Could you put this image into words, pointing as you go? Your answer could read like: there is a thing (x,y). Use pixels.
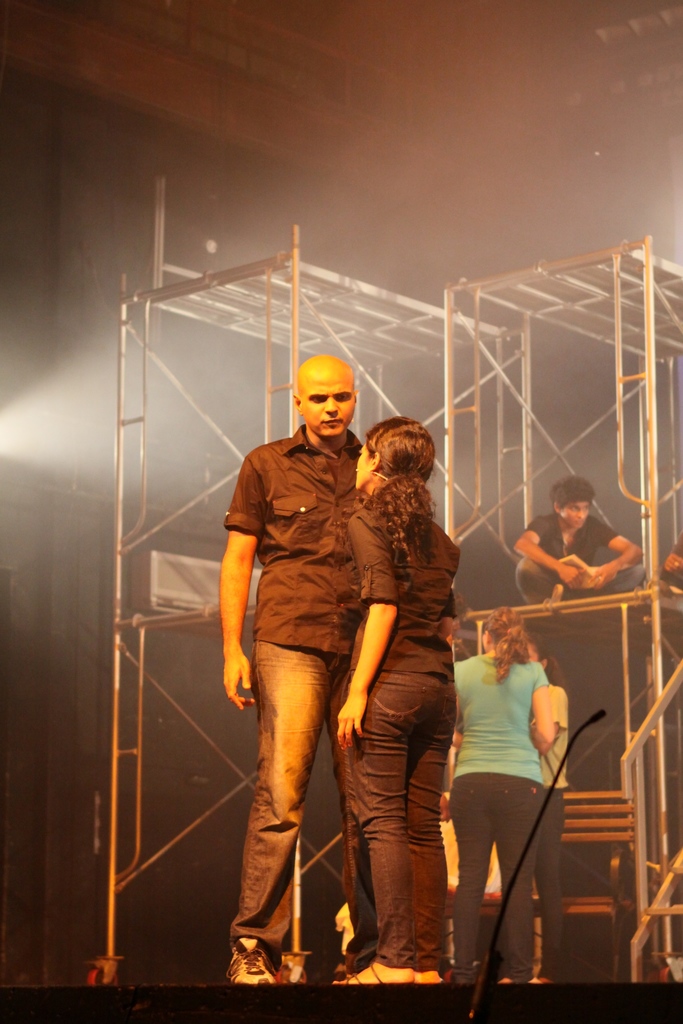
In this image we can see people (499,621), bench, mike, stands (141,695), and other objects (672,967). There is a dark background (70,47).
